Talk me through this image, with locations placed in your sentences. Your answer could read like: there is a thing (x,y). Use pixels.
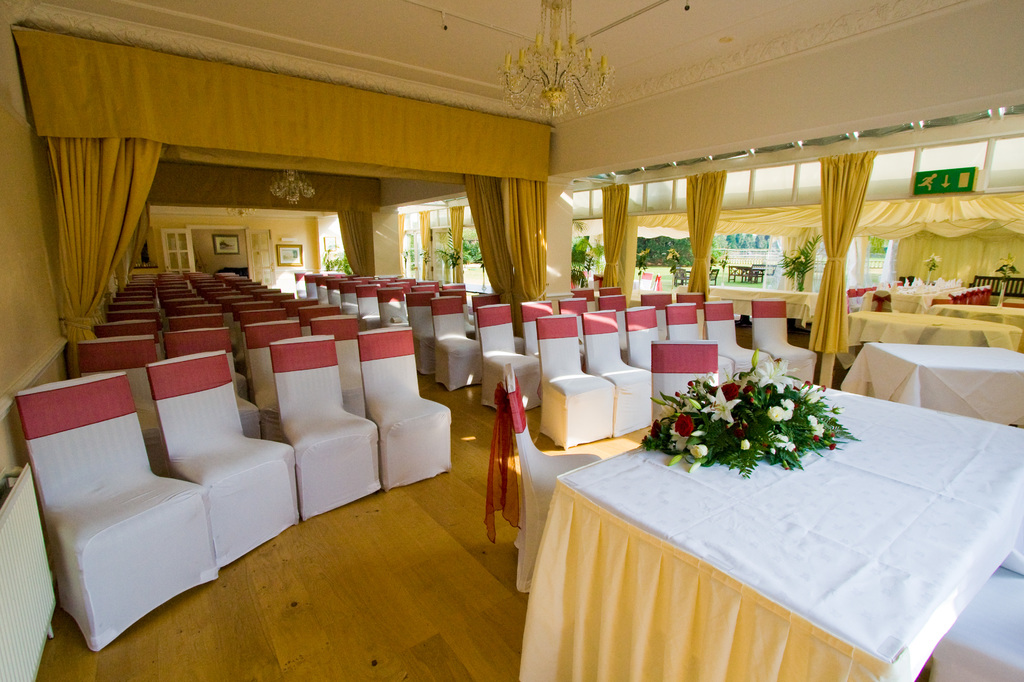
On the right side of the picture (744,246) we can see trees (730,246), plants (796,268). At the top (941,183) we can see a sign board (966,188) and chandeliers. Here we can see curtains (969,202). Far we can see frames (282,246) on a wall (302,269). We can see chairs (544,375) and tables (926,447). This is a flower bouquet (758,428) on a table (852,411). This is a floor (604,445).
